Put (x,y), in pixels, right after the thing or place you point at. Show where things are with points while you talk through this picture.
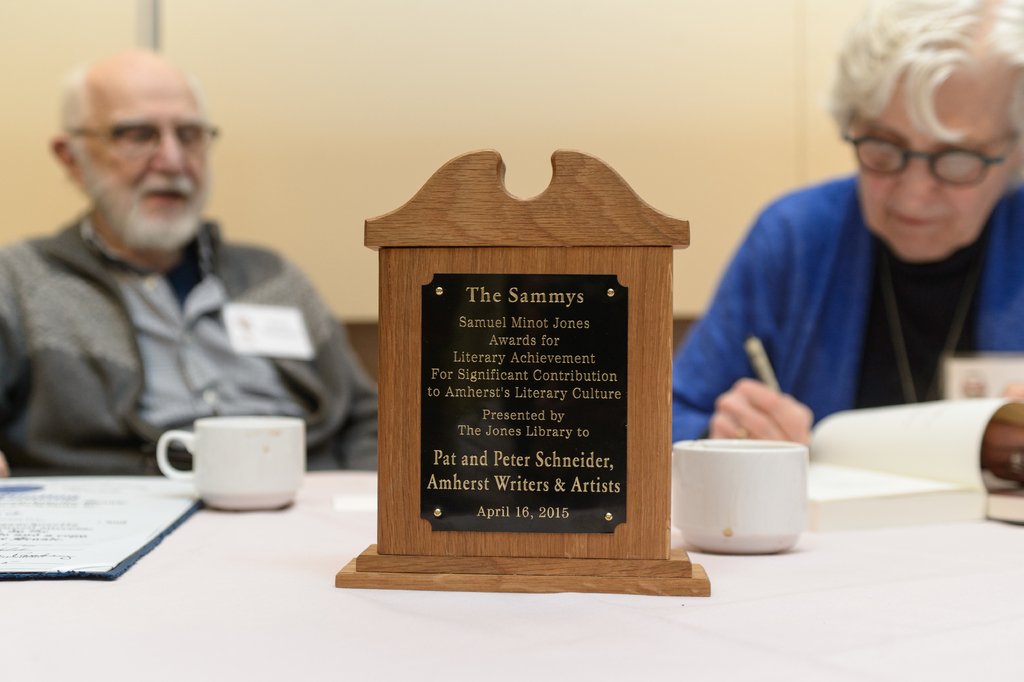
There are two persons (159,276) in this image at the right side of the image (900,351) lady person (847,404) writing something in book (906,480) and at the left side of the image (105,440) a person (145,364) sitting in front of him there is a book (151,511) and a coffee cup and at the middle of the image (662,251) there is a wooden block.
